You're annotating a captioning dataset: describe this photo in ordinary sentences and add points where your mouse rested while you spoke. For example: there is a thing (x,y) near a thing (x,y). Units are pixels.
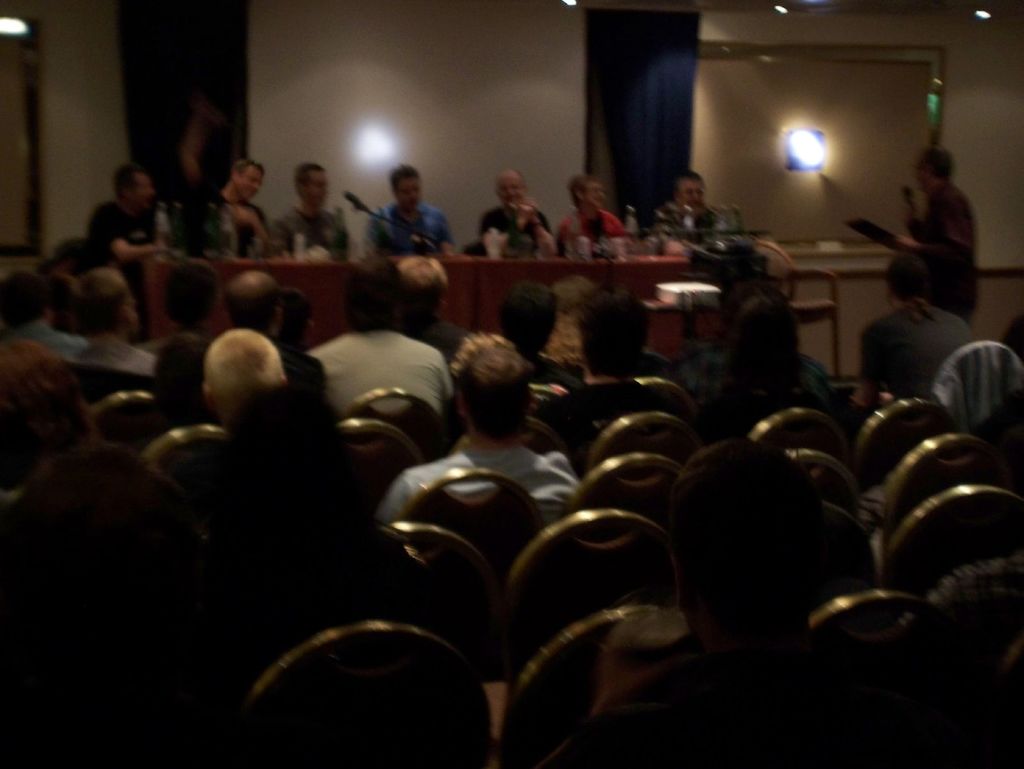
In this image there are group of persons (191,392) sitting and on the right side (919,232) there is a man (921,237) standing and holding an object (882,234) in his hand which is black in colour and speaking. In the background (389,233) there are persons (402,242) sitting and there is a table (505,255) and on the table (321,265) there are mics (600,230) and behind the persons (200,138) there are curtains (169,135) and there are lights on the wall (758,127) and on the top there are lights (784,8).
